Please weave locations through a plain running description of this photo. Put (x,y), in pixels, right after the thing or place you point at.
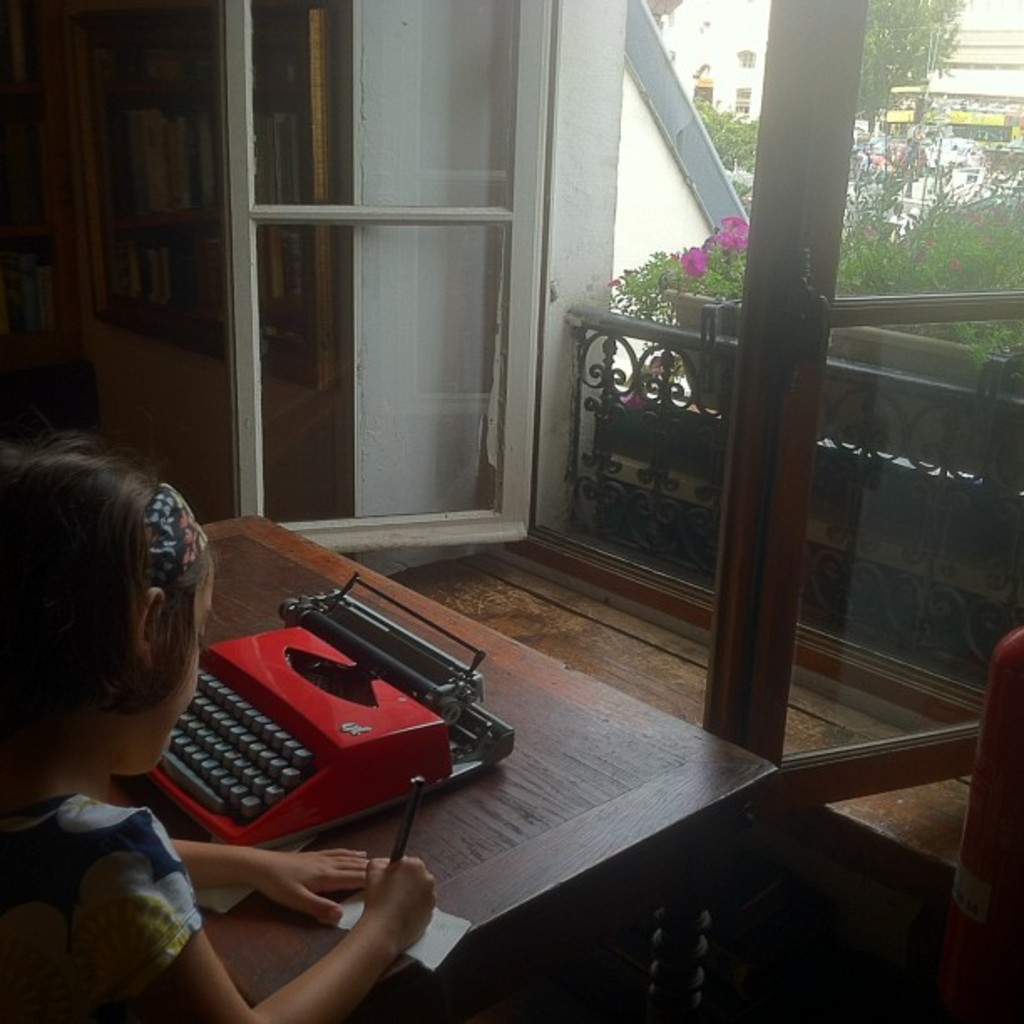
Here in this picture on the left side (131,871) we can see a child (138,886) sitting over a place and in front of her we can see a table (356,843), on which we can see a typing machine (273,705) and we can see the child (126,910) is writing something on a paper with the help of a pencil (411,810) and in front of her we can see doors (341,22) of windows (536,268) opened and we can also see railing (709,412) and flower plants (744,247) present and in the far we can see trees (752,153) and other buildings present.
